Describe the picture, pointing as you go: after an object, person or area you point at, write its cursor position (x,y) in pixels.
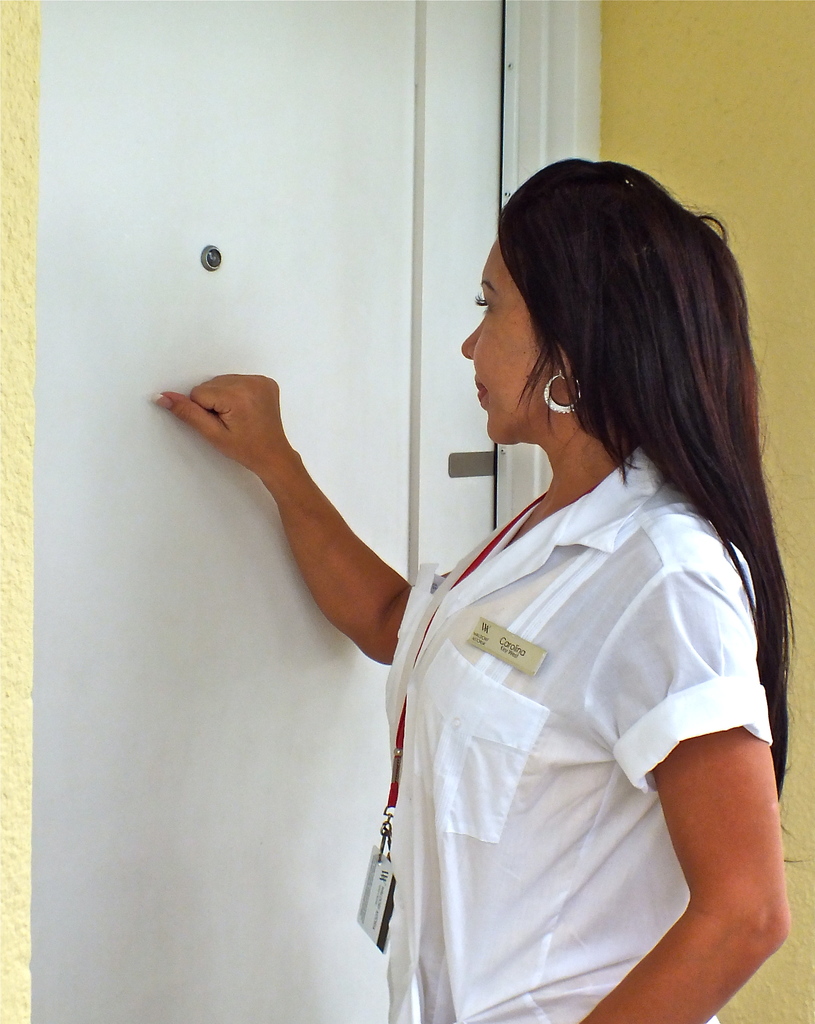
There is a woman (417,659) standing and wore tag (396,800), in front of her we can see door (163,544). In the background (737,175) we can see wall (747,61).
